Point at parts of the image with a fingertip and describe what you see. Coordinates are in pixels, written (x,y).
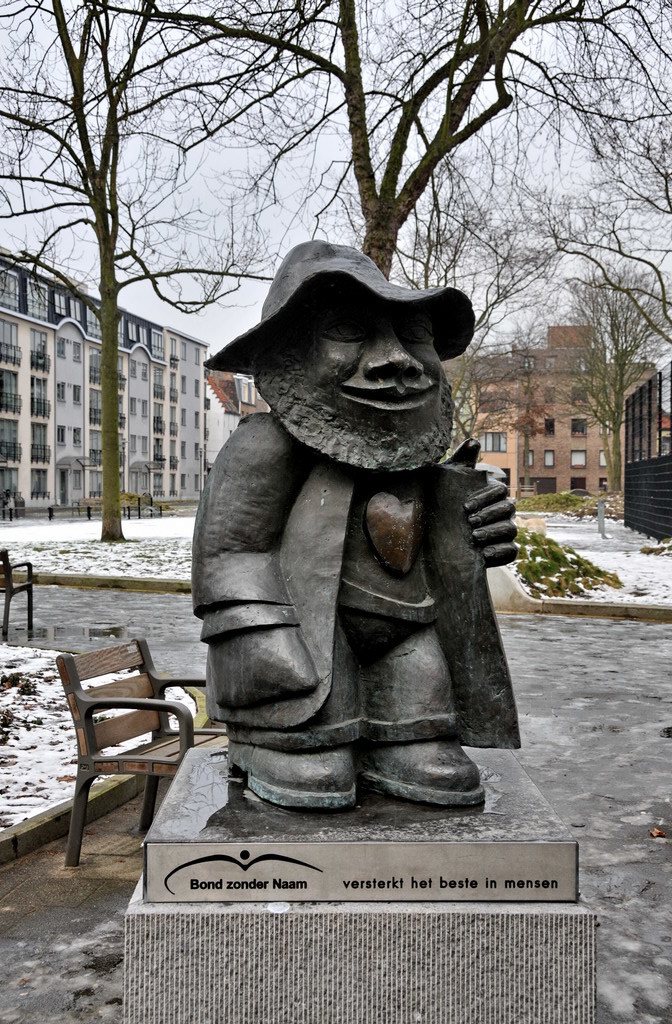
This is an outside view. Here I can see a statue (361,651). Beside this there is a bench (108,736). In the background (76,427) there are buildings (118,420) and the trees (127,107).
